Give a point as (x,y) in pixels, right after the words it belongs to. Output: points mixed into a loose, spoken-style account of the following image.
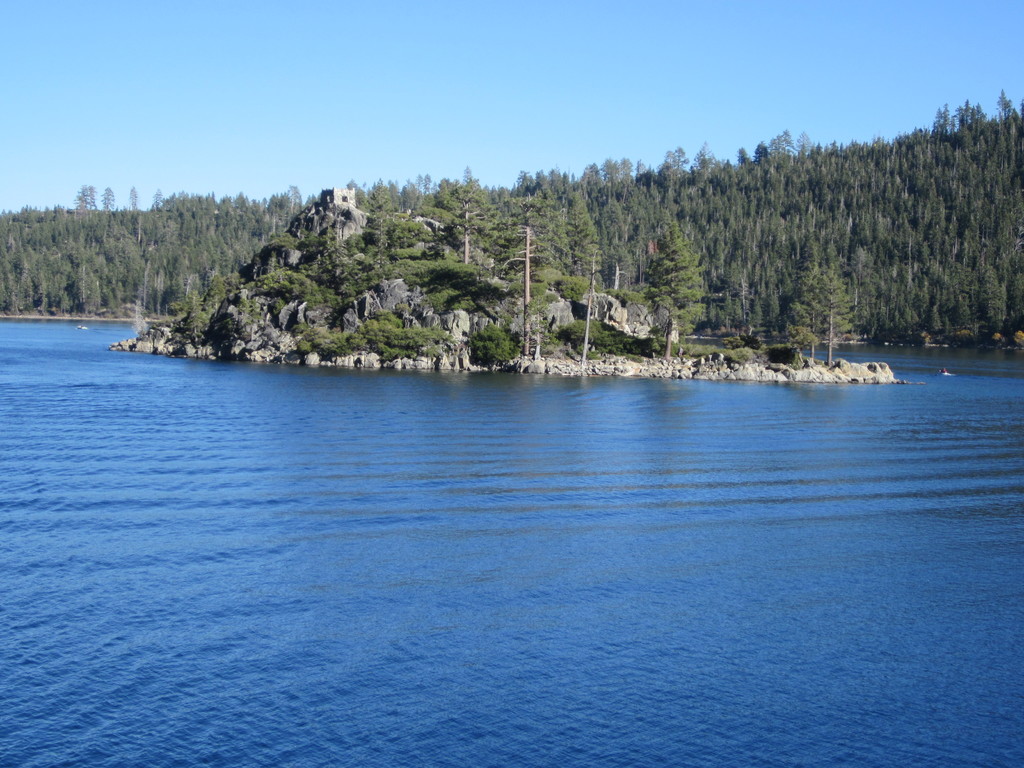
In the picture we can see a water (490,566) which is blue in color and in it we can see an island (254,276) with some rock hills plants (345,288), trees (812,325) and behind it we can see some hills (732,267) with trees (604,269) and sky (365,159).
